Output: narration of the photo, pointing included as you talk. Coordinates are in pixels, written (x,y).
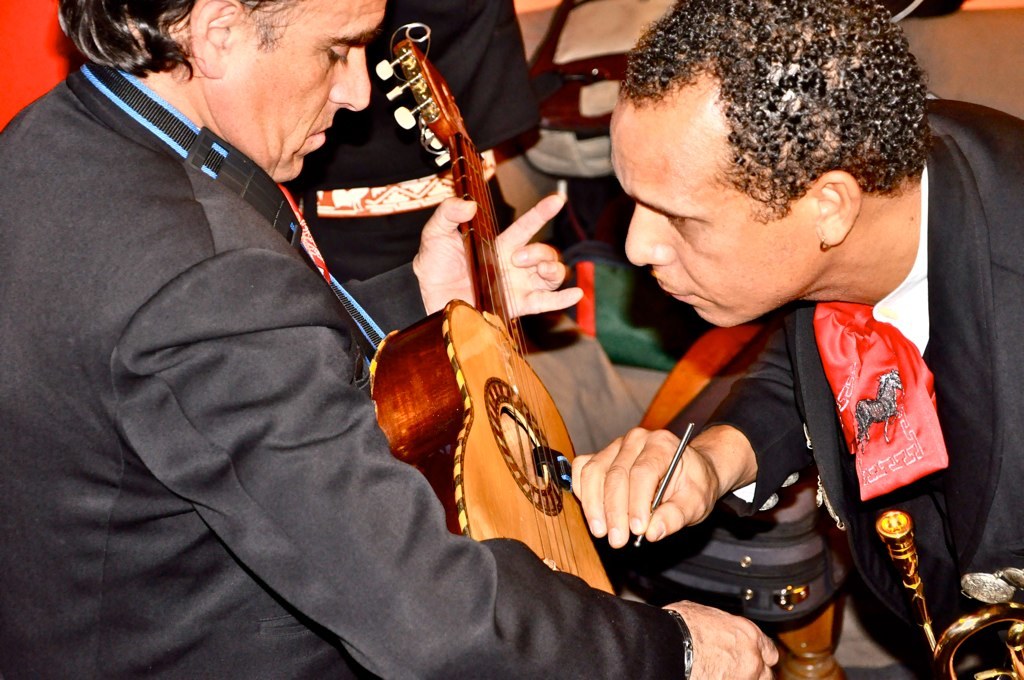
In this picture a guy (430,497) is holding a guitar (527,478) and another guy (640,502) is writing on that. In the background (517,51) we observe a person (414,138).
